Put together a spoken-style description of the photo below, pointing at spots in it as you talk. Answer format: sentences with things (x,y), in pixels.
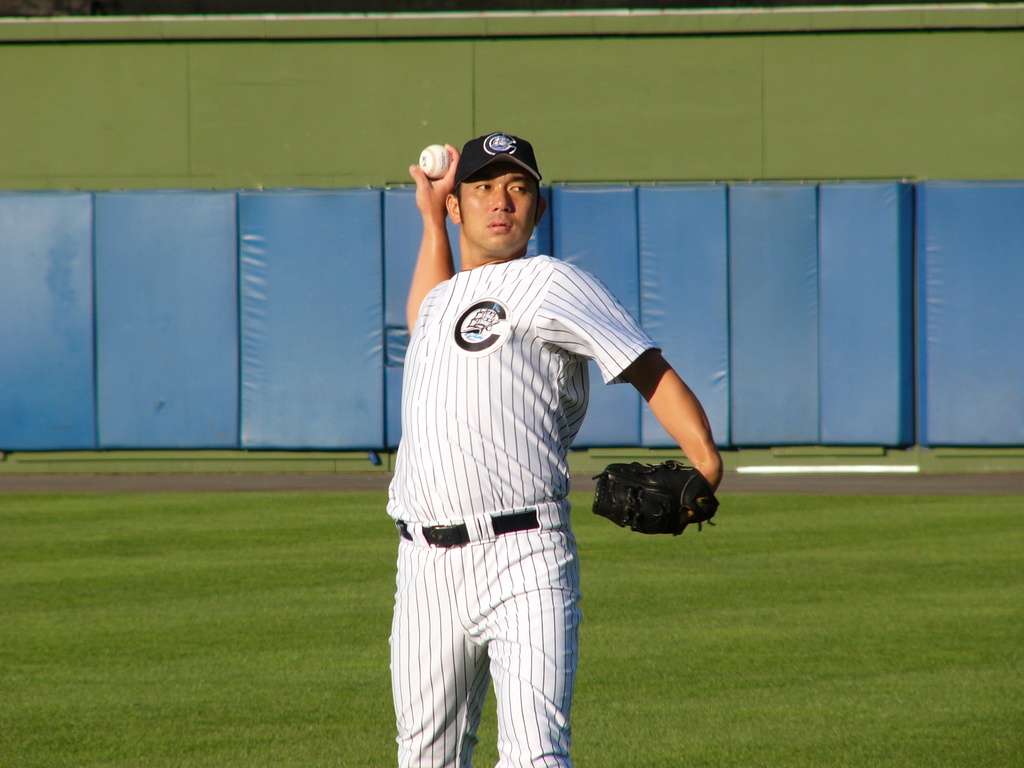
In this image, I can see the man (502,610) standing and holding a baseball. This is the grass (754,644). I think these are the kind of boards (363,312). This looks like a wall (543,62).
